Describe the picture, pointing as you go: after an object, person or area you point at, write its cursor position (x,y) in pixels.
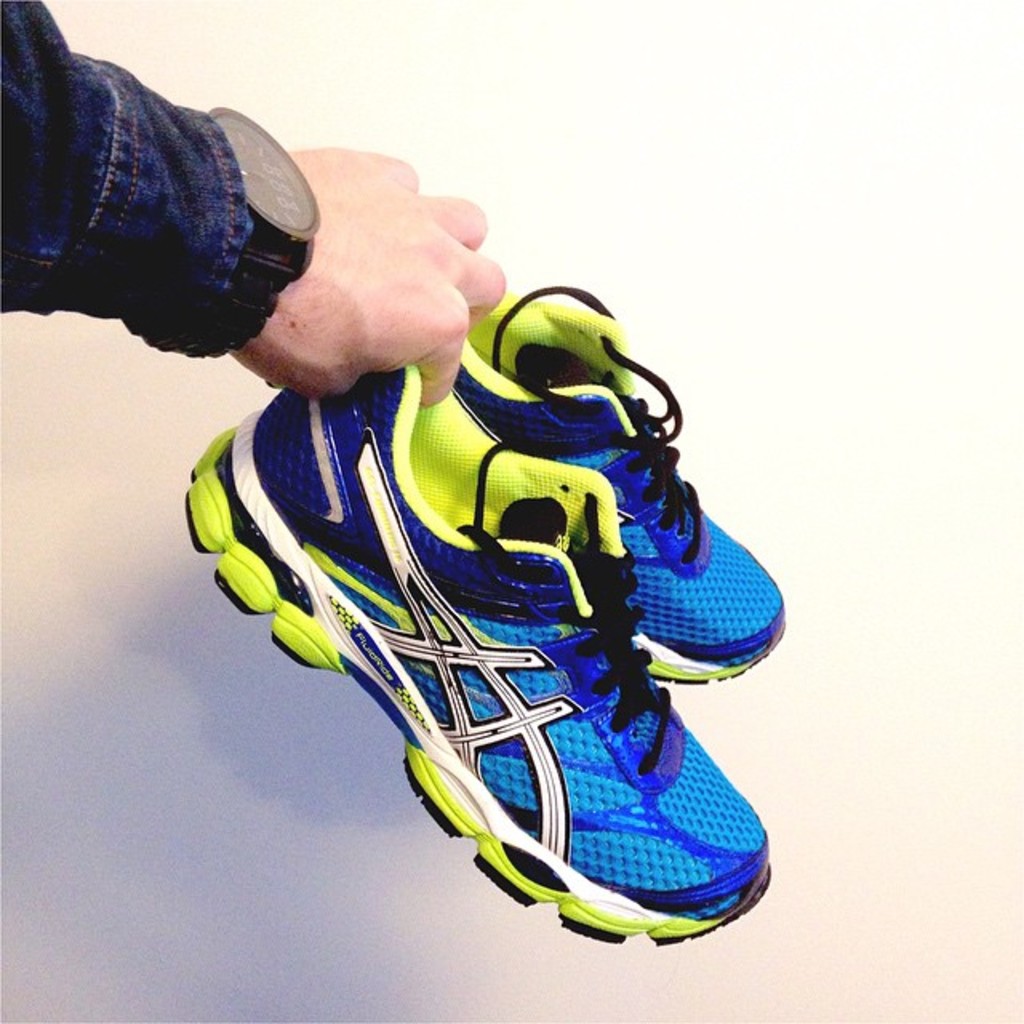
In this image we can see the hand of a person (138,251) holding the shoes (523,671). In the background of the image (737,538) there is a wall (974,634).
